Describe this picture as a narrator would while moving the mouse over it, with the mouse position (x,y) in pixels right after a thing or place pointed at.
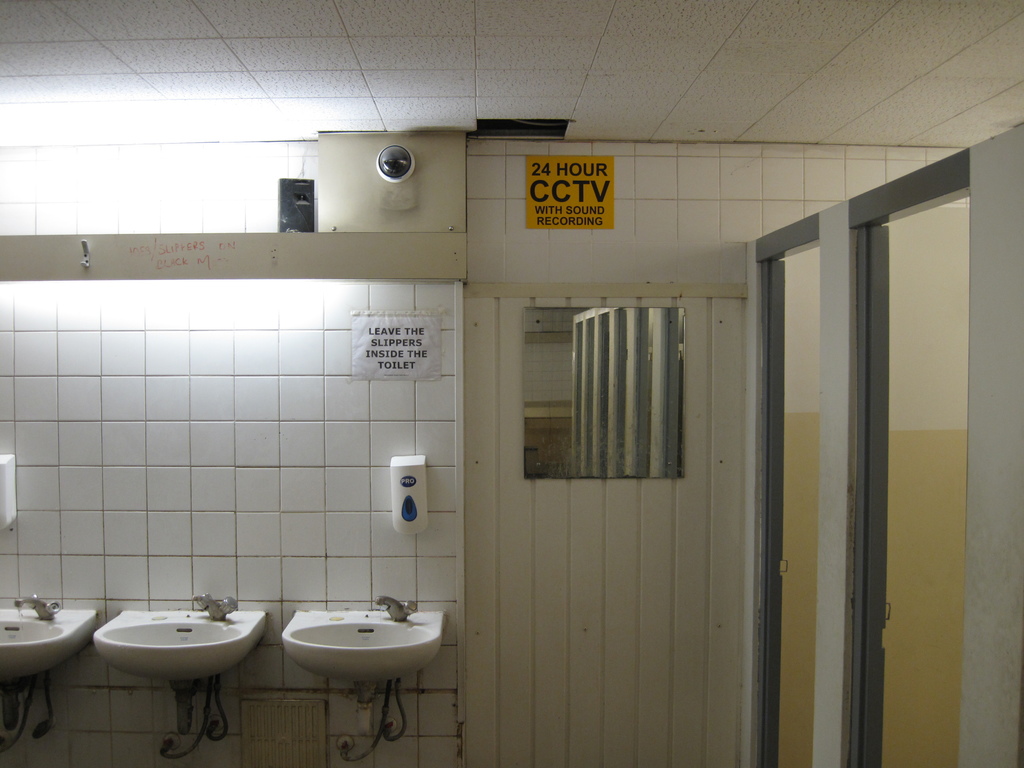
In the foreground of this image (287,492), there are sinks (295,632), wall (300,346), posters (380,338), white objects (422,473), CCTV (400,169), mirror (621,398), ceiling (637,66) and two entrances (790,585).
